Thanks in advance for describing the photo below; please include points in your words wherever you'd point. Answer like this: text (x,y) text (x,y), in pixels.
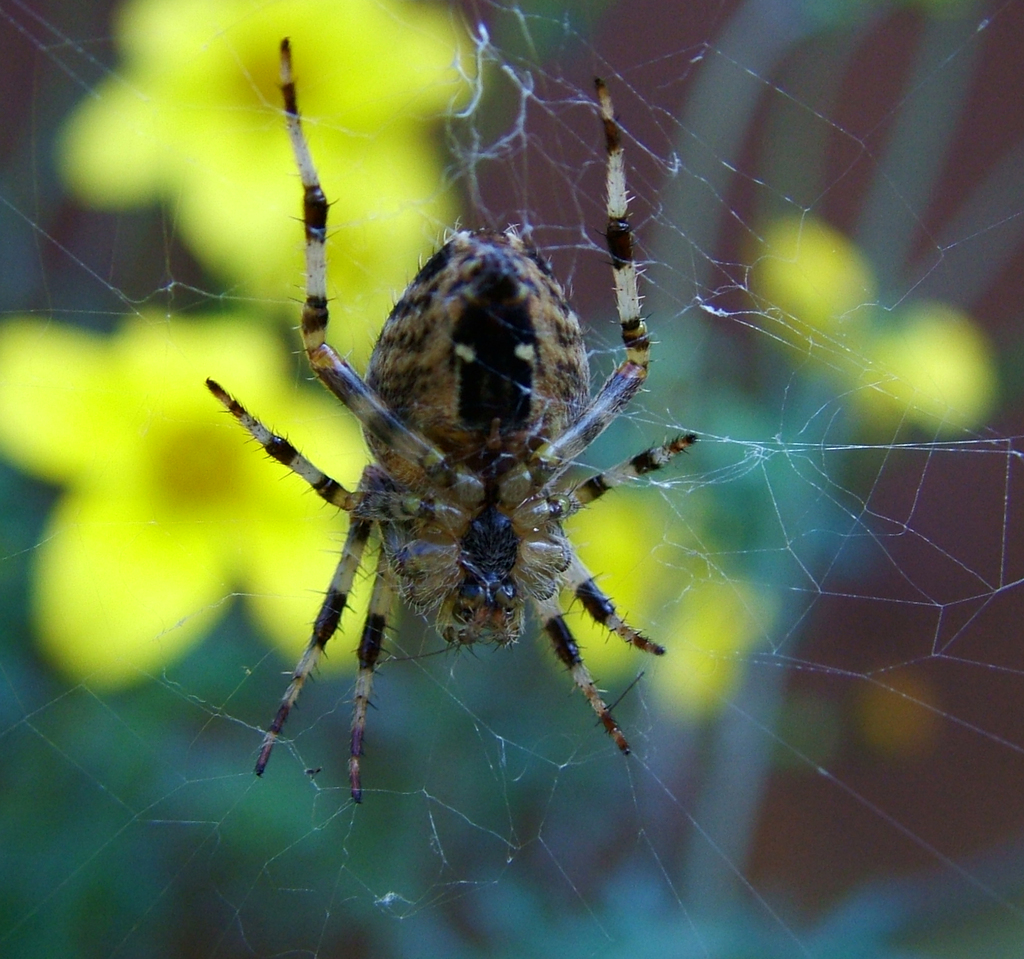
In the center of the image (500,408) there is a insect (476,537) in the web (225,129). In the background (233,180) we can see flowers (129,629).
